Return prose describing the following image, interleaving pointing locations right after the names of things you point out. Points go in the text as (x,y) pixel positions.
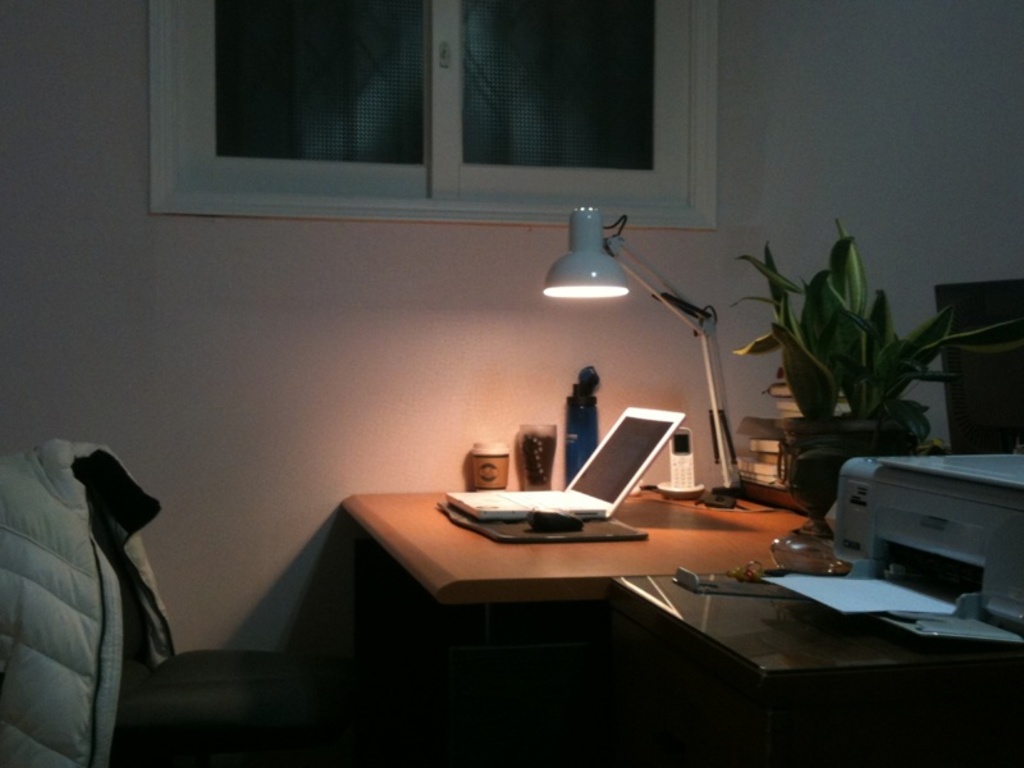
In this picture we can see a room (624,605) with table (656,574) and on table (732,540) we have laptop (584,485), glass (541,452), lamp (586,268), phone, printer (861,536) and aside to this table (758,520) we have flower pot (821,424) with plant (806,401) in it, books (761,473), wall (63,250) with window (559,127) and here on chair (255,721) we have a jacket (76,597).
